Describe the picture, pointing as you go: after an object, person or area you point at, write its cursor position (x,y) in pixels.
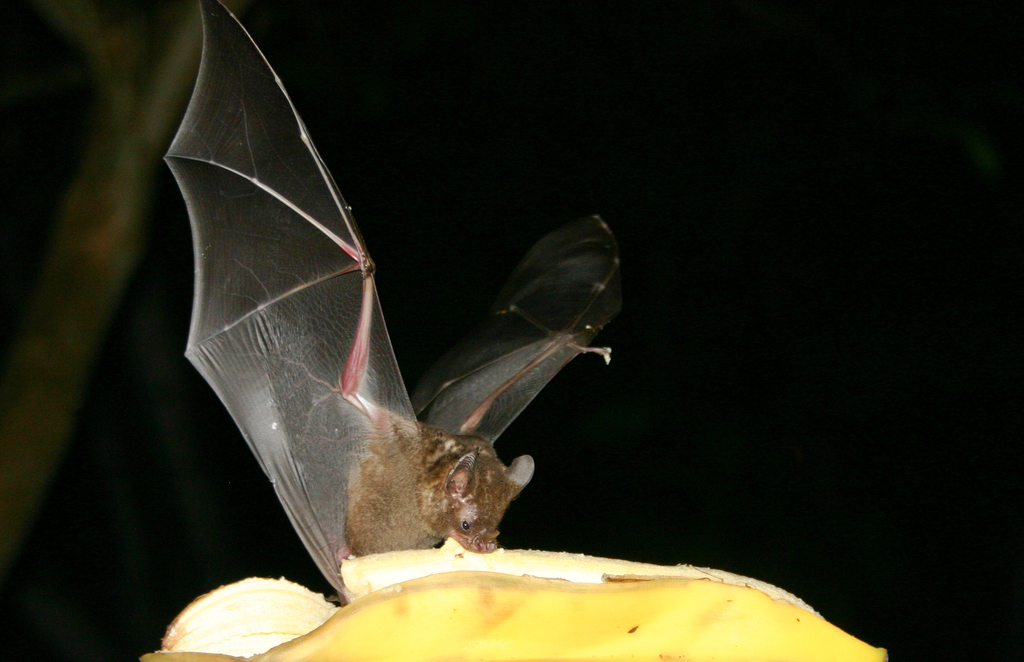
In this image we can see a bat (382,526) sitting on the banana (562,592).
